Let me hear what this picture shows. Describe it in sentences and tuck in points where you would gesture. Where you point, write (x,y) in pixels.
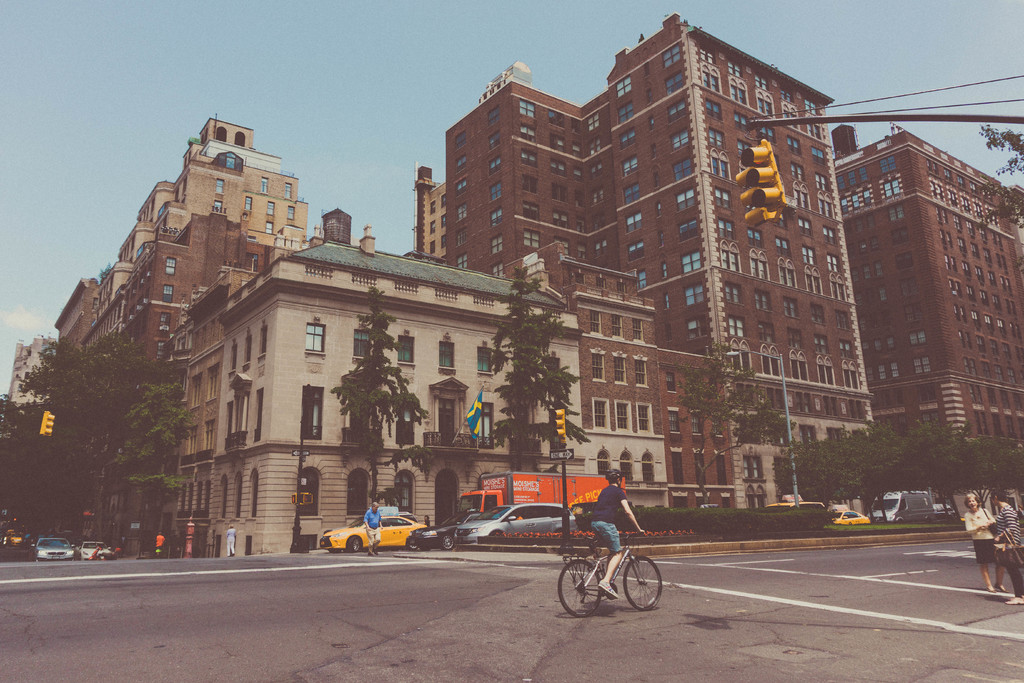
In this image we can see trees (525,430), cars (382,528), road (407,656), bicycle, persons (991,558), lights (557,424), poles (788,412), flag (469,421) and sky (358,108).
